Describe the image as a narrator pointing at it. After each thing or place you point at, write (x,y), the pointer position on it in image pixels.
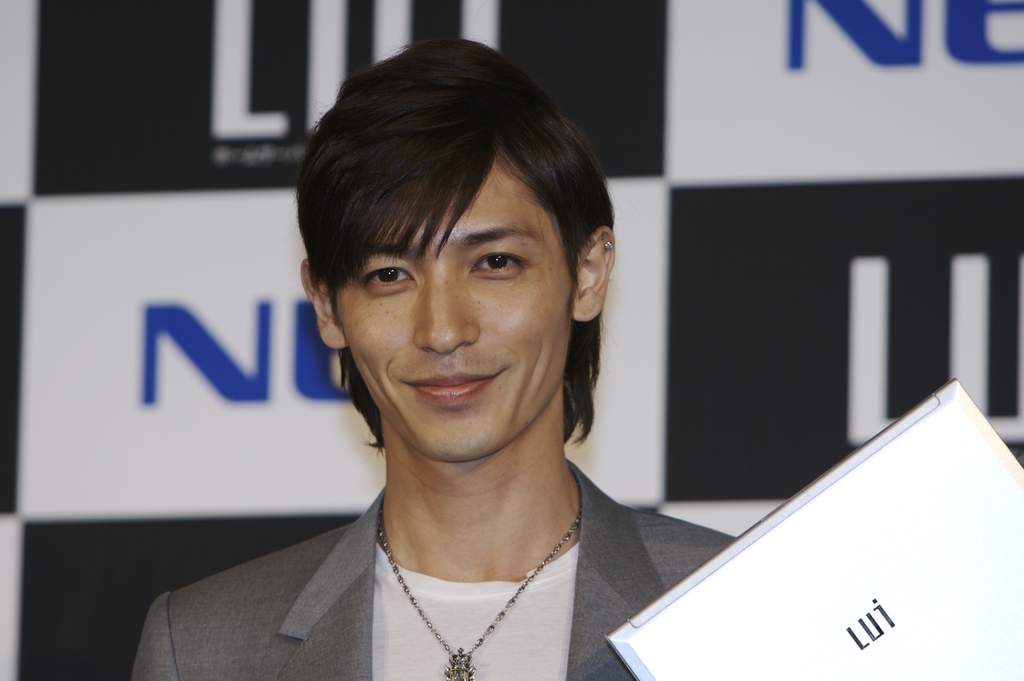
In the foreground of the image (452,501) there is a person (467,495) holding a laptop (792,601) in his hand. In the background of the image (762,205) there is a banner (228,50) with some text (217,39).
